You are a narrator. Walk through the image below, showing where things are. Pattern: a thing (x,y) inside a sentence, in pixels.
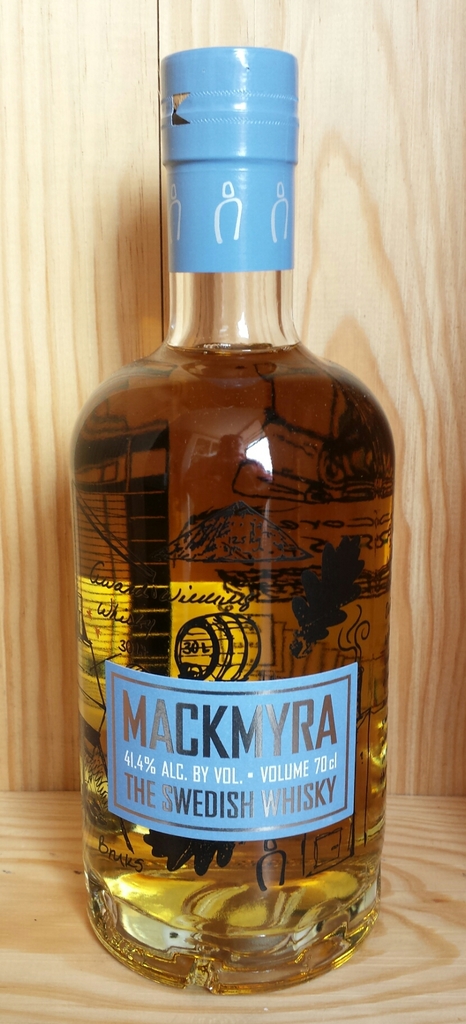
This image contains a bottle (253,596) filled with some drink (223,566) on the bottle (218,759) there is a label (246,763) with some written text (275,726).
